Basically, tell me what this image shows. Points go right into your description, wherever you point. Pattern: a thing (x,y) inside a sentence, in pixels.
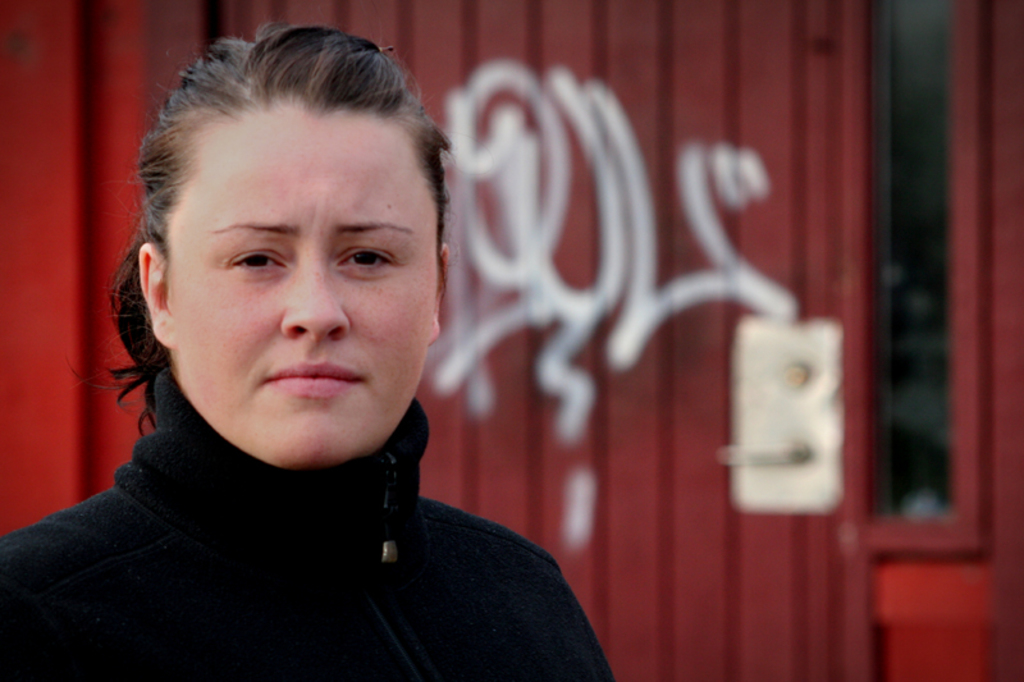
In this image we can see a person (370,419) wearing black color dress (458,545), in the background (596,391) we can see a door (813,373).
